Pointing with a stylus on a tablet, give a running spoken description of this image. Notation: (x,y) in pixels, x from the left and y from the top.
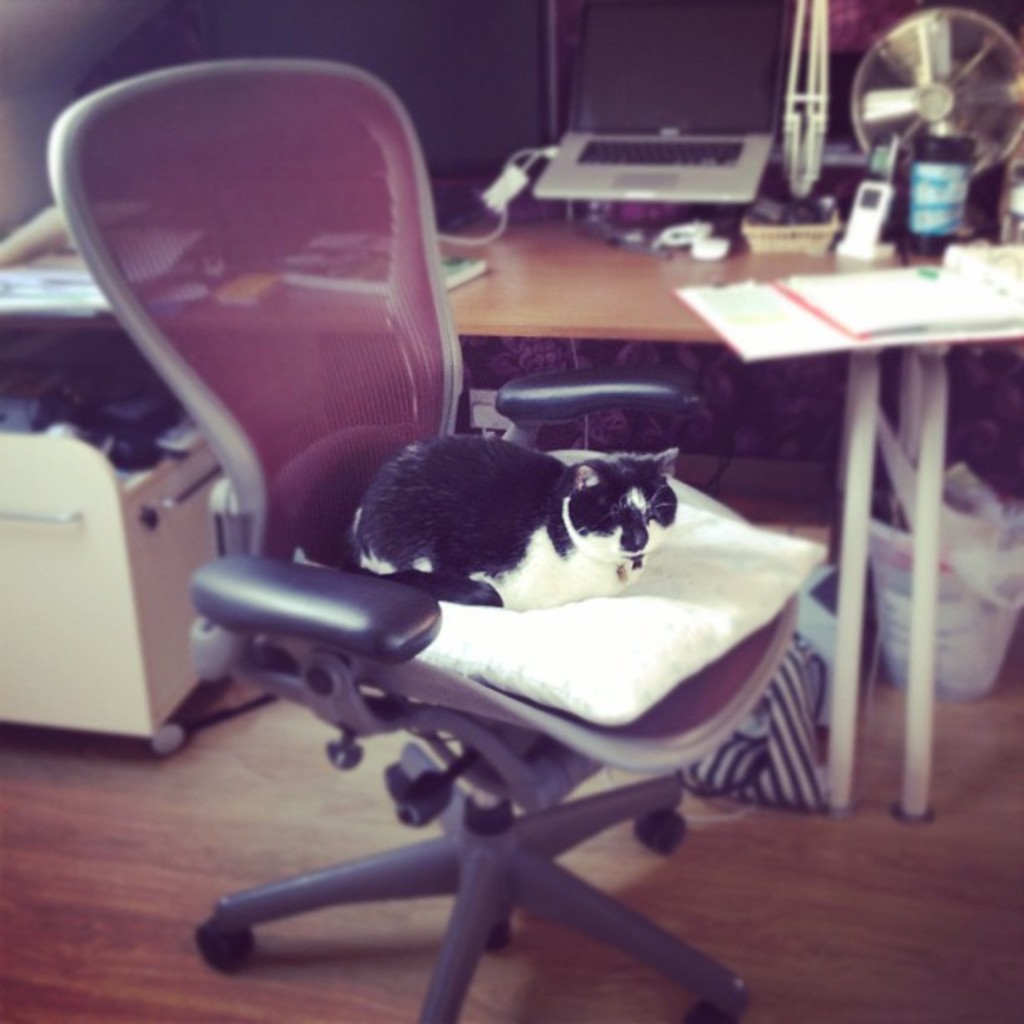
In this image there is a chair (508,853) in the middle (379,452) and a cat (373,532) sitting on it. In the background (636,285) there is a table (665,267). On the table (662,317) there are some books (900,289), fan (935,112), jar (928,188), telephone (886,208), a laptop (592,170) and some papers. In the left (39,500) there is a desk (190,447).
